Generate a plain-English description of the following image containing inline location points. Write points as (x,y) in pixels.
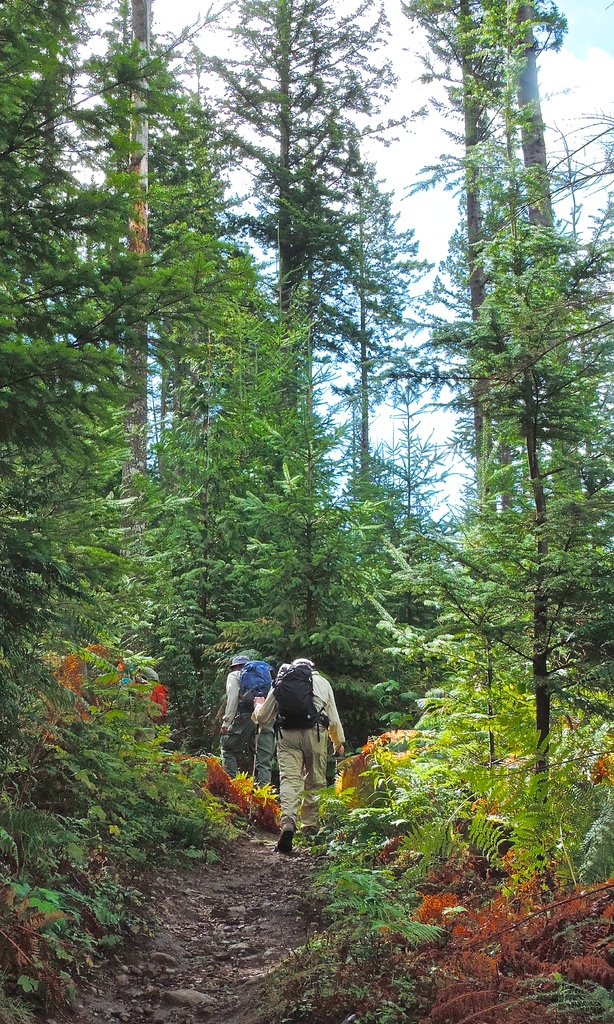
In this image I can see trees (293,491), plant (257,791) and people (242,743) walking on the ground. These people (229,696) are carrying bags (287,705). In the background (389,170) I can see the sky (377,170).
